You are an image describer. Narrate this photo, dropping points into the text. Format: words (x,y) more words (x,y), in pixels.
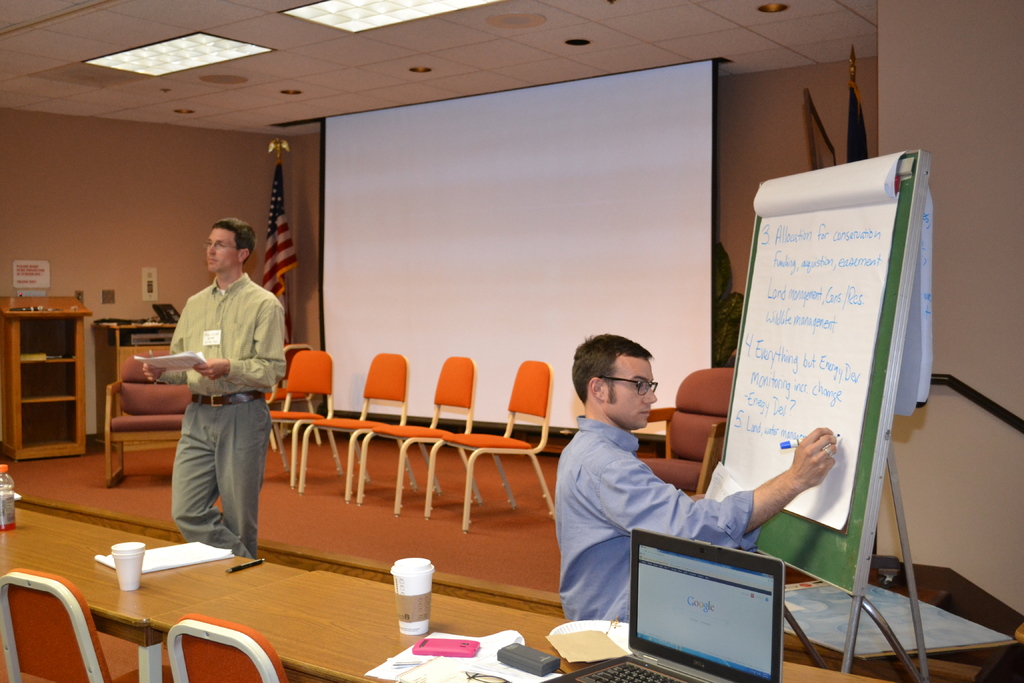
In front of the image there are tables (330,613). On top of it there is a laptop (648,586), cups (404,613), bottle (10,523) and a few other objects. There is a person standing and he is holding the papers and a pen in his hand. On the right side of the image (694,502) there is a person (619,552) writing on the board (739,429) and he is holding the paper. There are chairs (339,458). There is a screen (483,250), flags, wooden tables (56,345). On top of the tables (38,340) there are some objects (120,321). There is a plant (723,287). In the background of the image (763,172) there is a wall (752,123). On top of the image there are lights (290,91).
